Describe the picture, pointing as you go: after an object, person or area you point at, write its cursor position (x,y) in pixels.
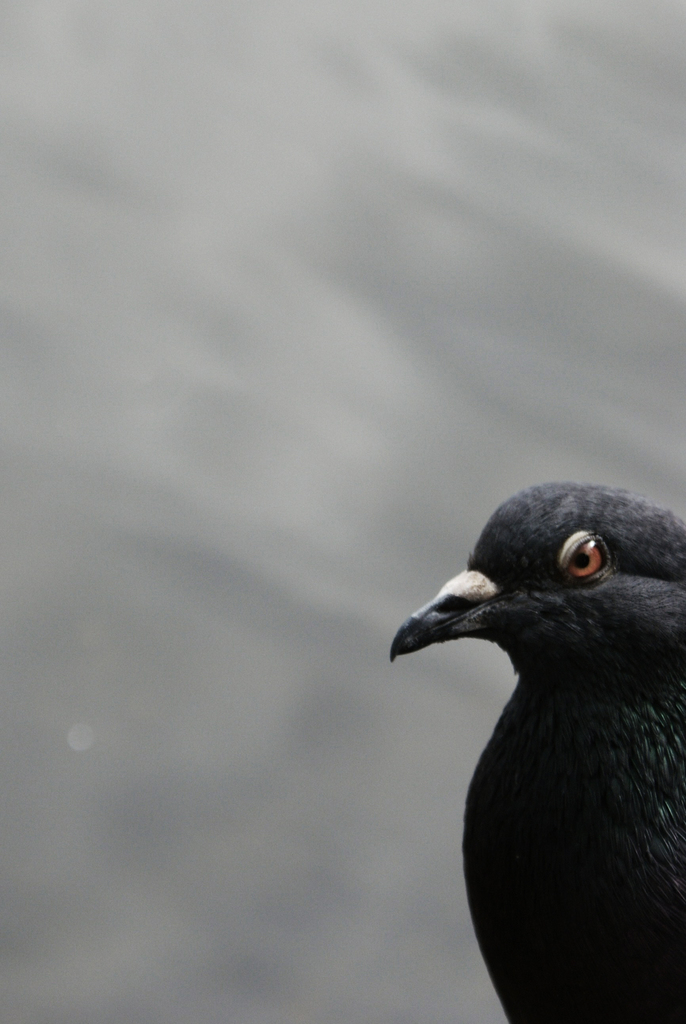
On the right (488,568) at the bottom corner (517,725) we can see a black color bird (564,722). In the background (169,485) image is not clear to describe.
